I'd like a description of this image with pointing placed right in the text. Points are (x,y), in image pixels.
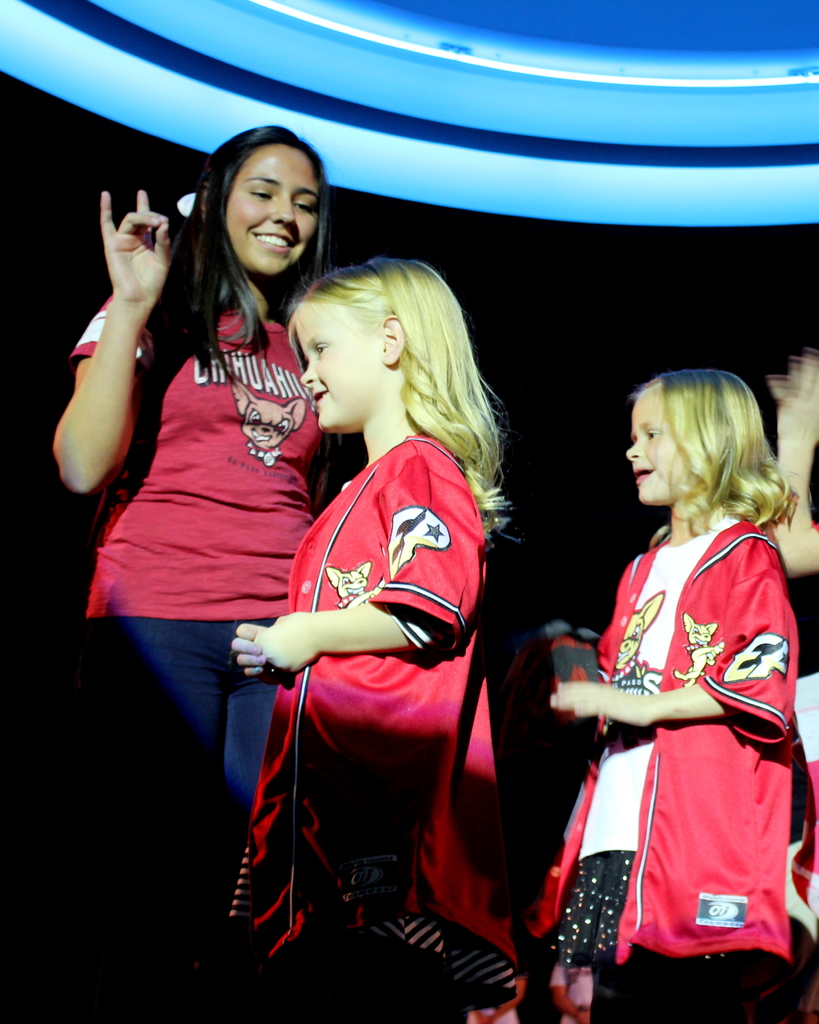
This is the woman (218,642) standing and smiling. I think this is the light (511,114), which is blue in color. There are two girls (400,534) standing and smiling.
